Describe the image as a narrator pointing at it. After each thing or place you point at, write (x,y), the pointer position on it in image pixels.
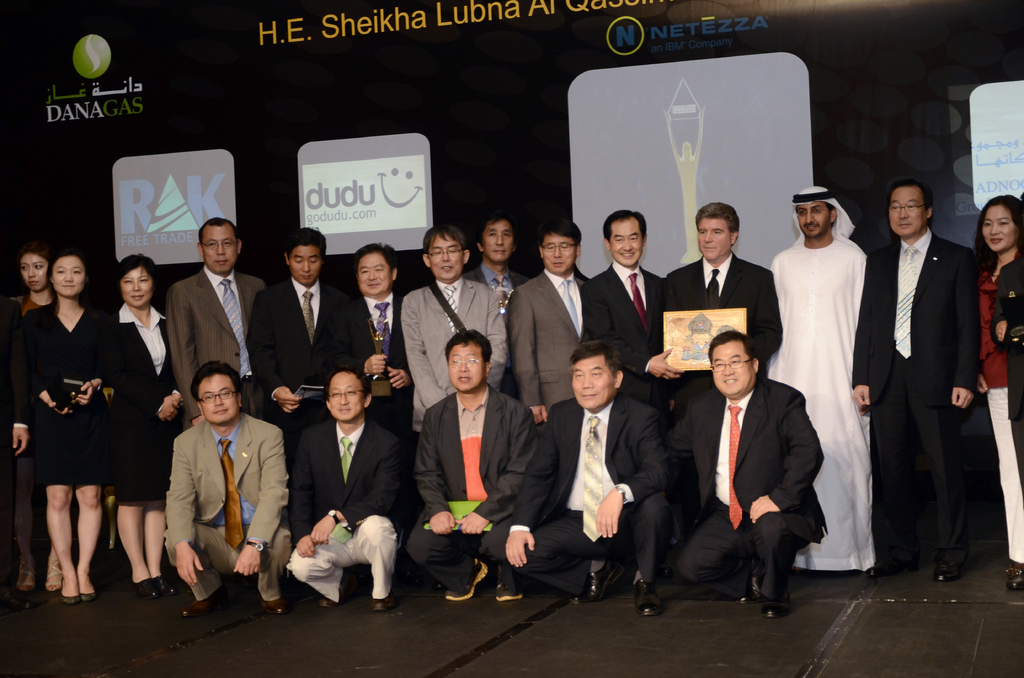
In this image we can see some people (284,364) standing on the stage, two people (636,330) holding a frame (687,367), and two people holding their awards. We can also see some people (498,525) sitting on their knees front to them. On the backside (543,111) we can see a board (410,151).
